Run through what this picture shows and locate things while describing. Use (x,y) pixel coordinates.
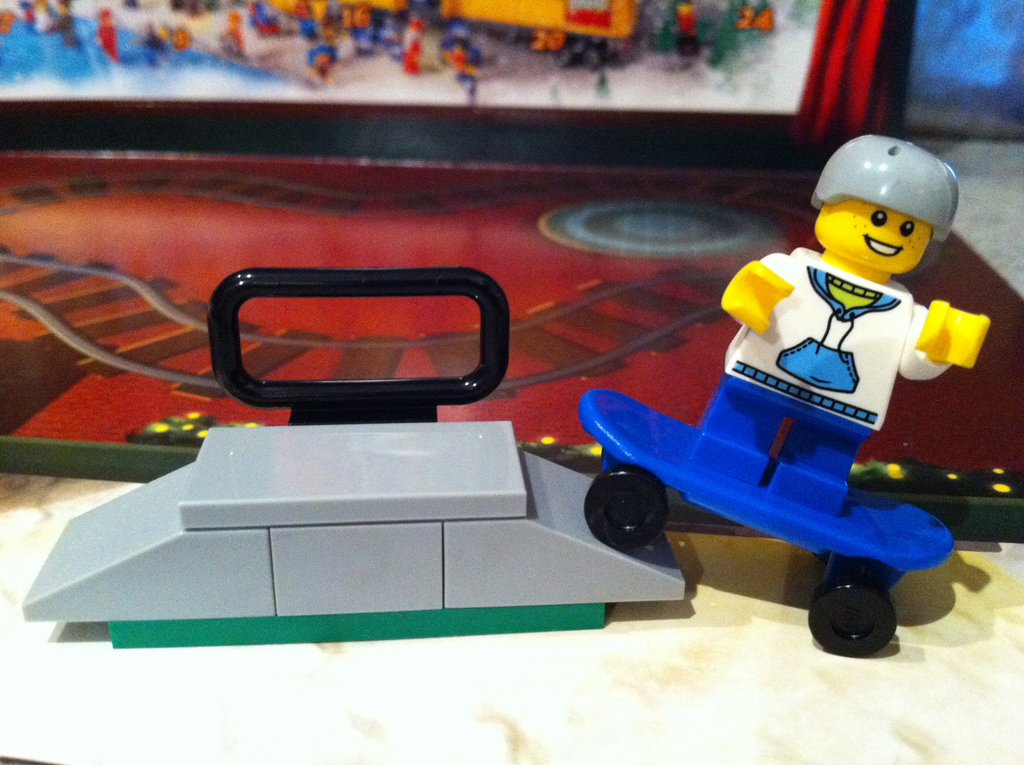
In this image I can see the cream colored surface (513,676) and on it I can see few toys (438,542) which are grey, green, black, blue, white and yellow in color. In the background (429,238) I can see a red colored object (547,231).
